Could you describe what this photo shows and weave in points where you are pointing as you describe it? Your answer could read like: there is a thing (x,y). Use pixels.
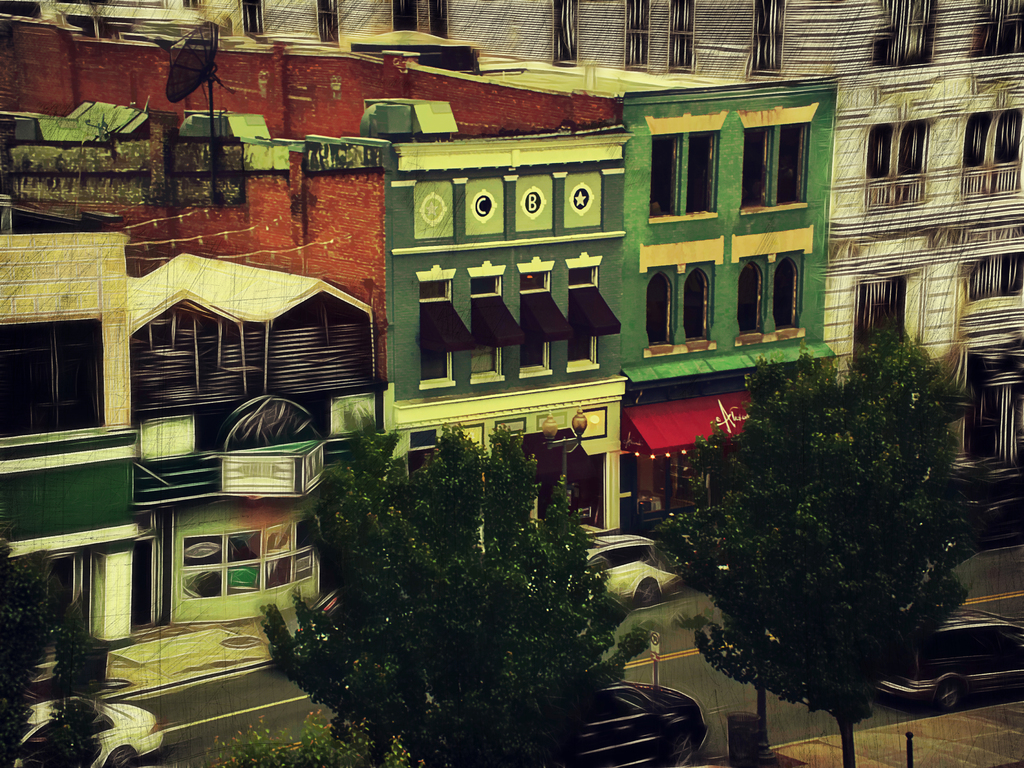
As we can see in the image, there are lot of buildings (330,209) and there are three trees (480,568) in the front (355,582). Beside the trees (353,630) there is a road (236,687). On road (235,691) there are four cars (620,727).
